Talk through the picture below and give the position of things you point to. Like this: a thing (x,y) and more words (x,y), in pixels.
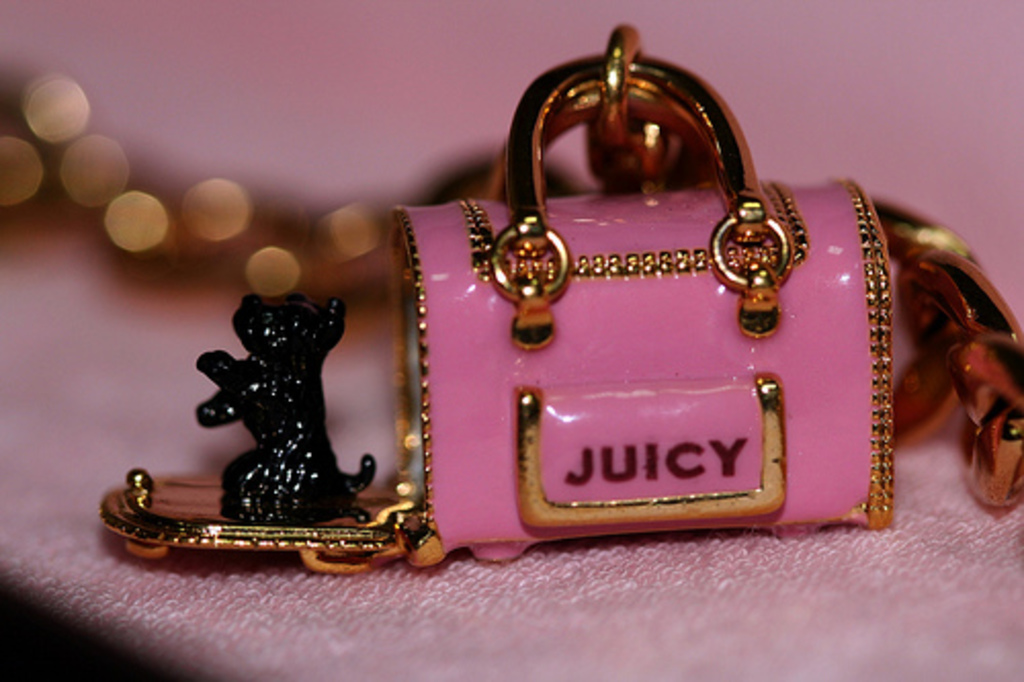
In this image there is a toy bag (535,290) with a text (708,460) on it and there is a toy dog (330,319) on the table (340,620) with a tablecloth (78,527) on it.
